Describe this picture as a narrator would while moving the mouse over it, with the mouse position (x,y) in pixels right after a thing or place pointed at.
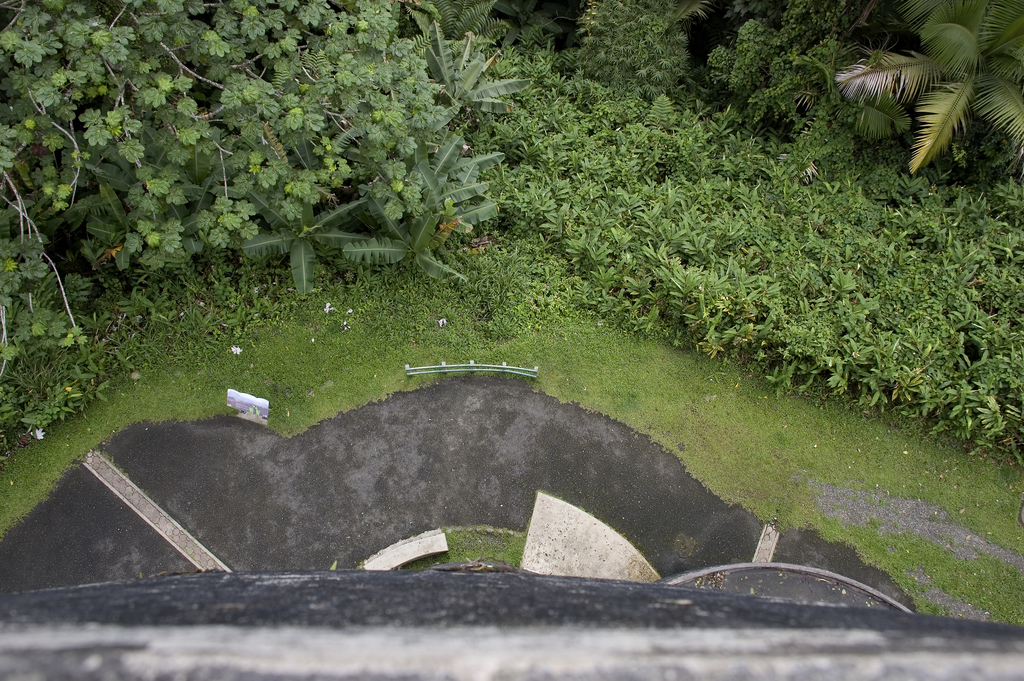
In this image, there are plants (704,184), trees (302,113), grass (525,346), road (522,489), land (808,509) and stones (554,570). At the bottom (588,627) there is wall (507,633).
